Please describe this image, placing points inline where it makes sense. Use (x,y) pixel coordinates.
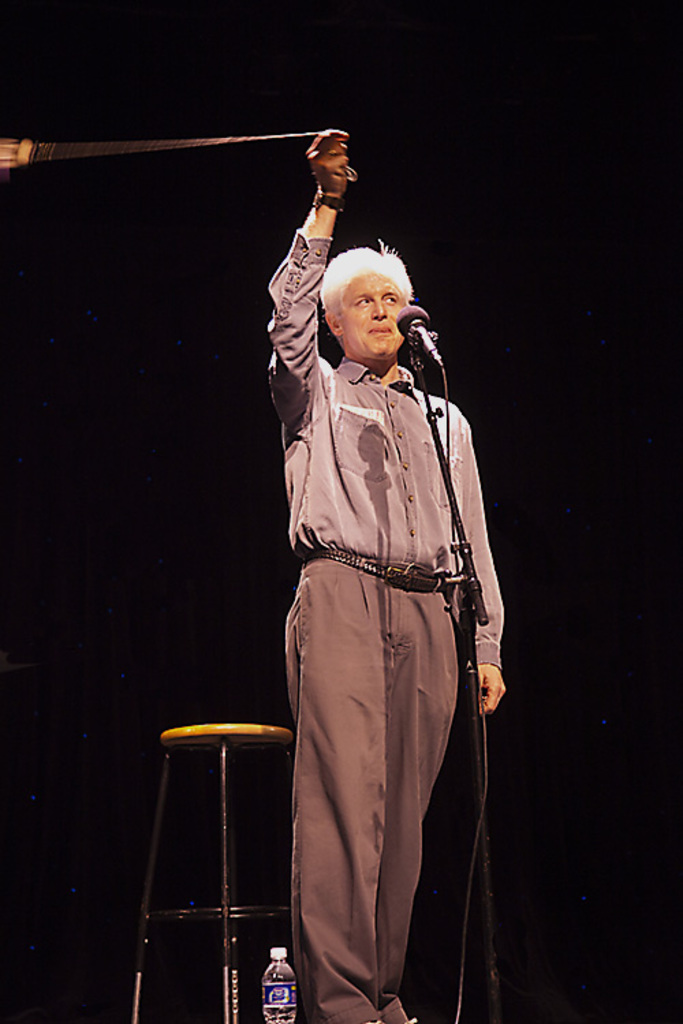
In the middle of the image (337,504) a man (427,540) is standing and he is holding an object (108,144) in his hand (328,142). There is a mic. There is a stool (223,810) and there is a water bottle (286,983). In this image the background (127,165) is black in color.
